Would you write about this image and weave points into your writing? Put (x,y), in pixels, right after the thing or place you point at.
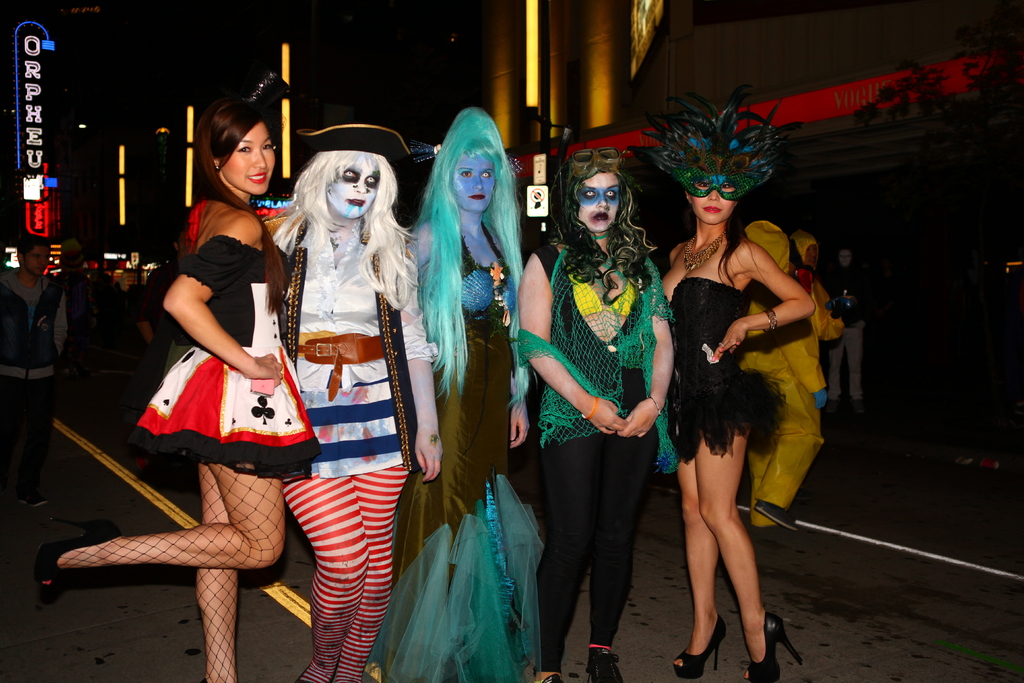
There are five ladies (289,317) in different costumes (628,316). In the back (845,284) there are many people (844,301). Also there are buildings (665,219), name boards (39,148) and lights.
